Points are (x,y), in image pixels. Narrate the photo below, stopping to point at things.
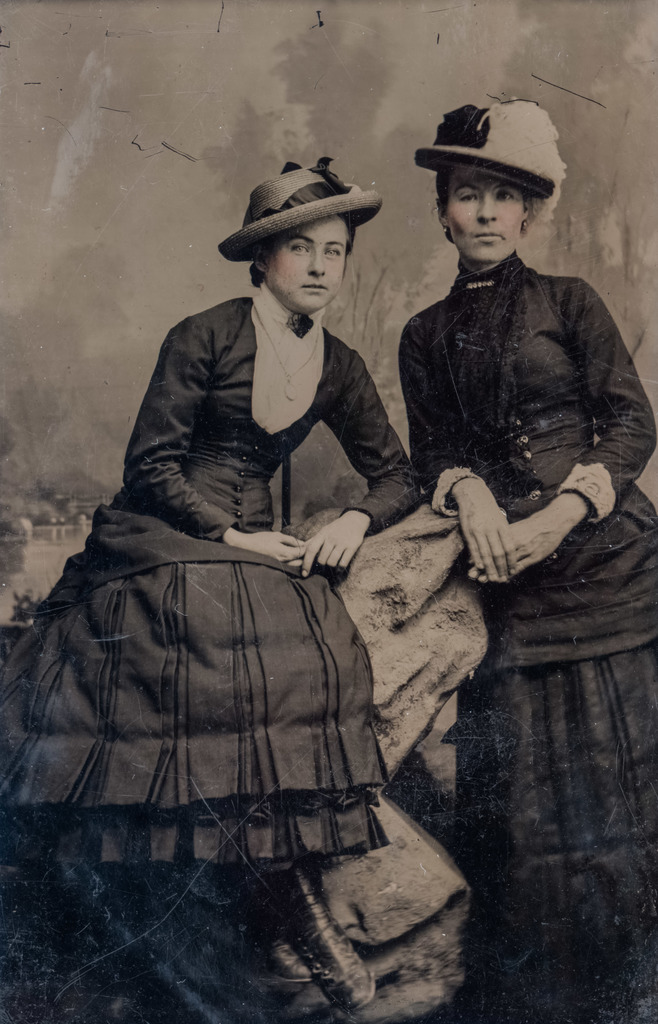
In the image we can see there are two people (478,455) wearing clothes (526,576) and hat (308,199), this person (264,548) is sitting and the other one (573,524) is standing, this is a neck chain (304,367).
